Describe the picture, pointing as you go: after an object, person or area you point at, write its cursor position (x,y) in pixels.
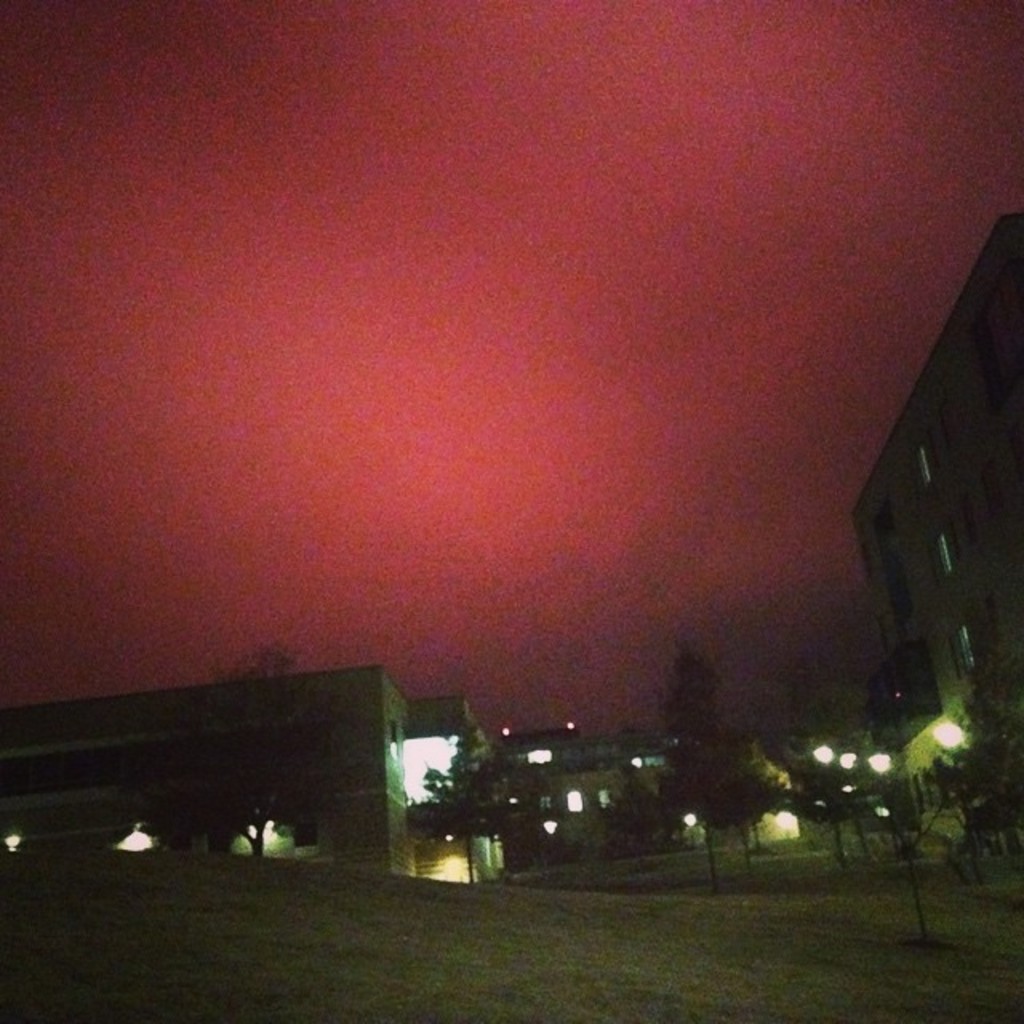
In this picture we can see few buildings (596,777), poles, lights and trees (719,718).
